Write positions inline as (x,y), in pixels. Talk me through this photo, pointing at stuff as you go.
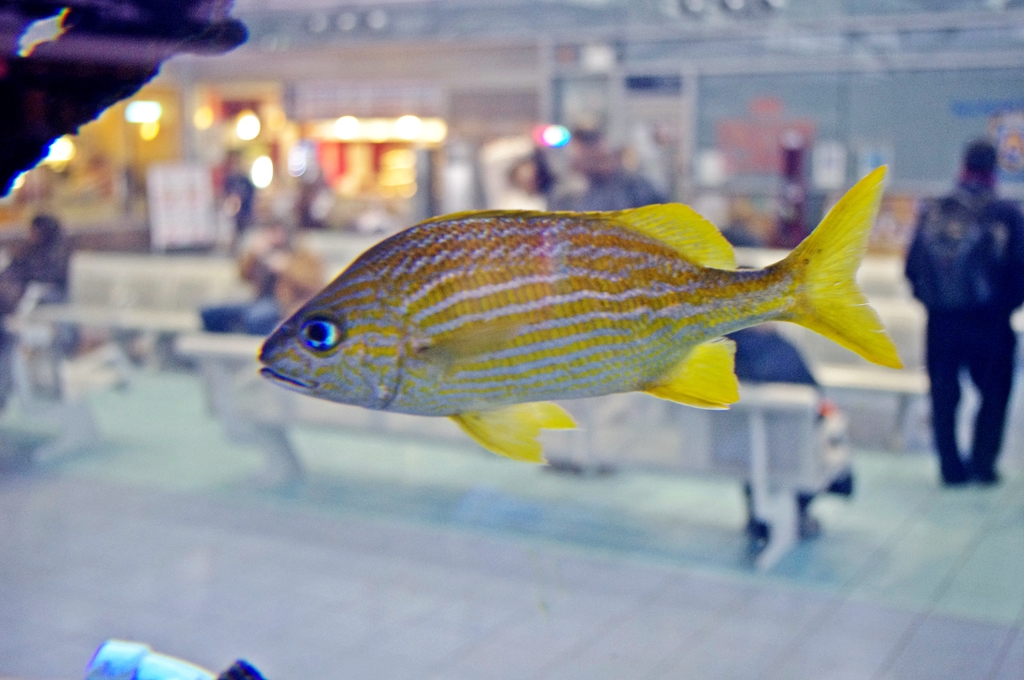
In this picture we can see a yellow fish (413,294) and behind the fish (425,308) there are groups of people (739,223) sitting and some people (958,262) are standing. Behind the people (303,244) there is a blurred background (709,136).
